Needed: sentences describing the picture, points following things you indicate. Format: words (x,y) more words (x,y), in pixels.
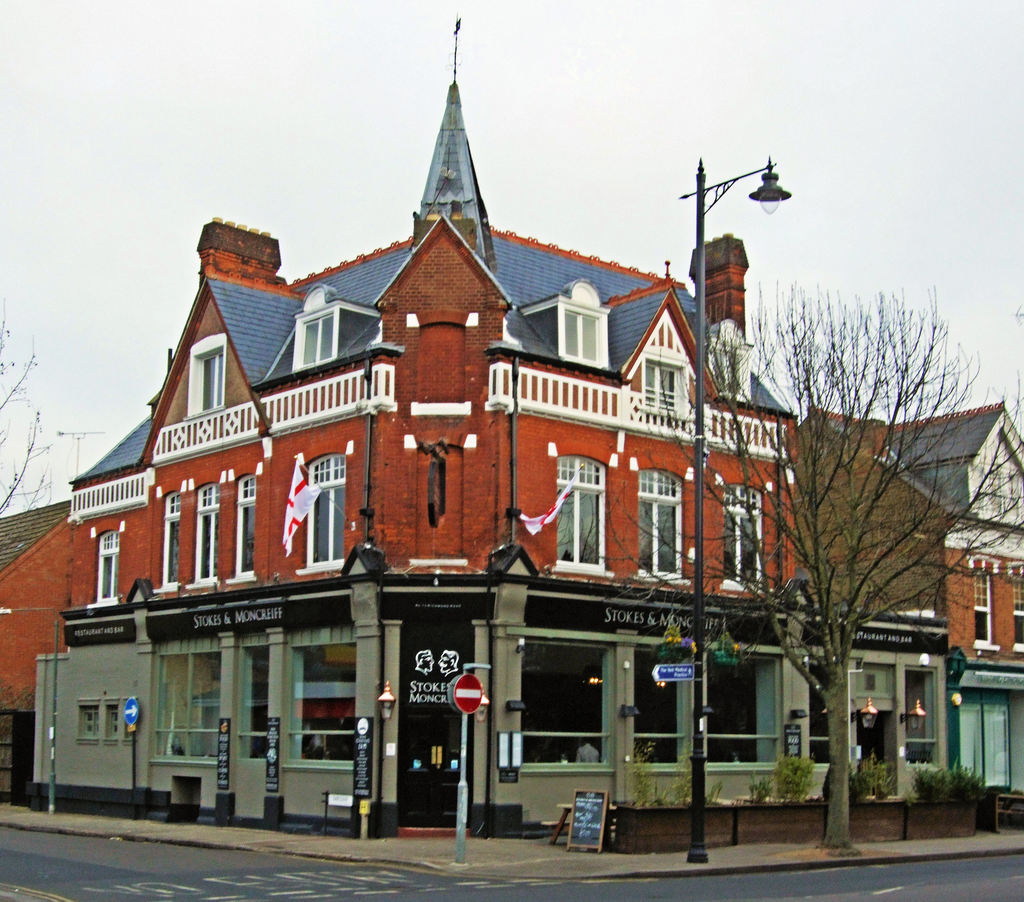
We can see lights (635,713) and boards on poles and we can see dried tree (842,726), board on the surface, plants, road (837,889) and building (518,826). In the background (2,425) we can see sky (952,166).
